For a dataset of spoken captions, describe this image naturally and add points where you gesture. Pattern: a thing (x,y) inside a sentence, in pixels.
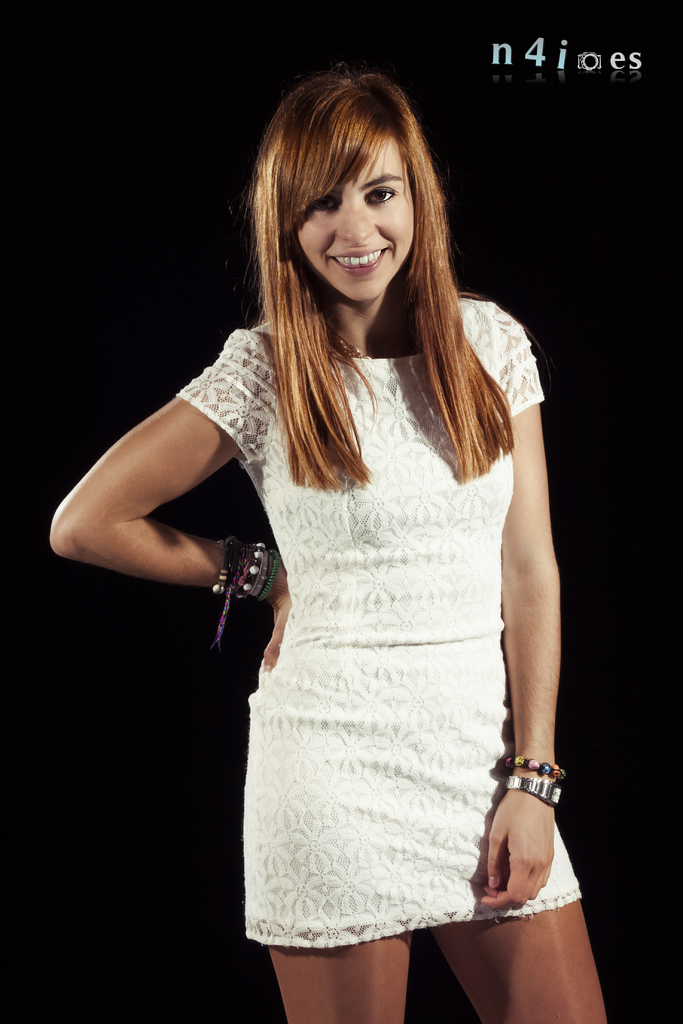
In this image we can see a woman (431,412) wearing white dress (401,562) is standing.
